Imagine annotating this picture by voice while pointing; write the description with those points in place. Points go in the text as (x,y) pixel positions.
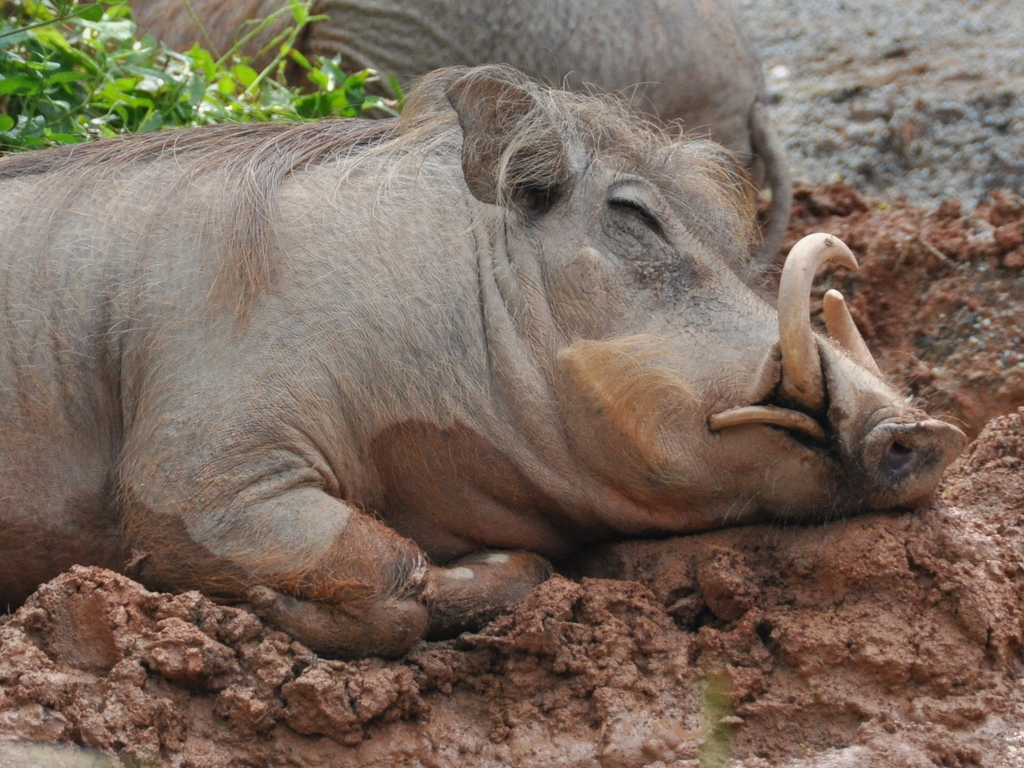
In this image we can see a boar (518,353) lying on the mud (571,646). We can also see some plants (278,106).
